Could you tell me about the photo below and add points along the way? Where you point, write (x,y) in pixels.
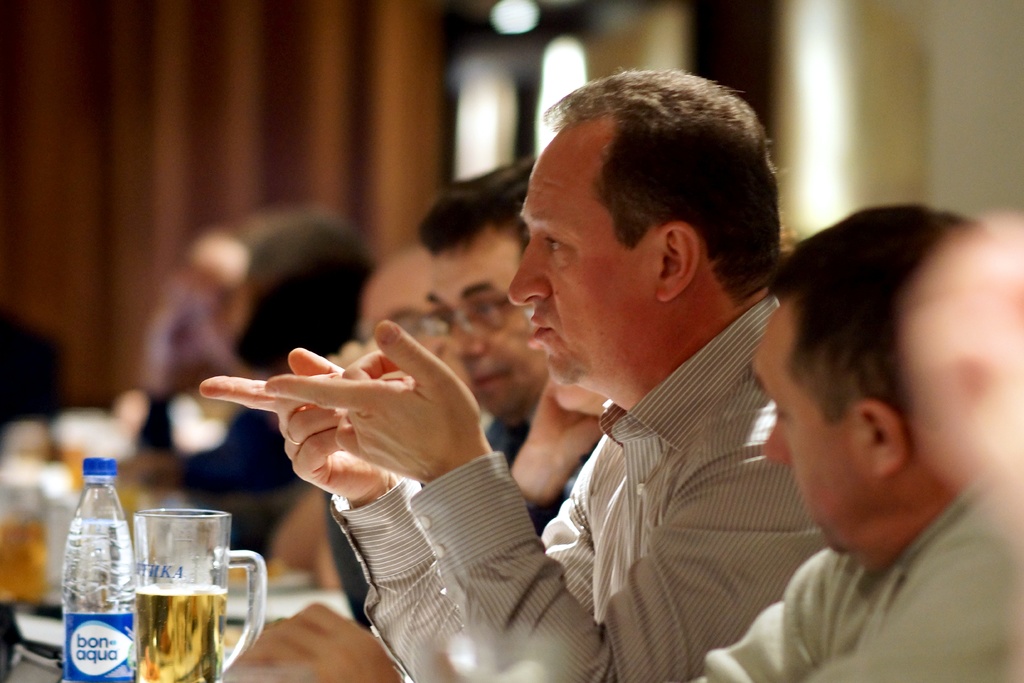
In this picture we can see some people (633,533) sitting on the chairs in front of the table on which there is a glass (144,556) and a bottle (92,593).
